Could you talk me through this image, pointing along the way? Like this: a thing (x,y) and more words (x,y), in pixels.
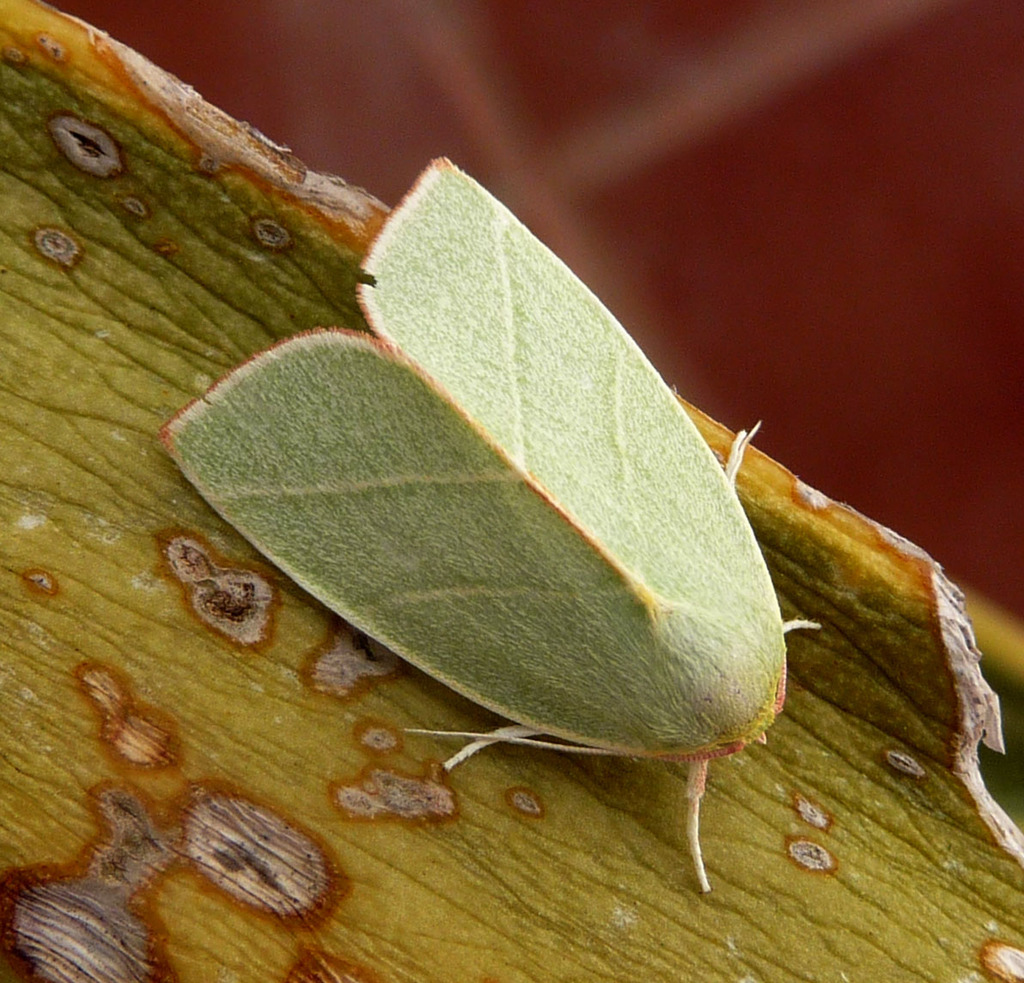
In this picture we can see an insect (580,690) on the leaf (210,673) and in the background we can see it is blurry.
